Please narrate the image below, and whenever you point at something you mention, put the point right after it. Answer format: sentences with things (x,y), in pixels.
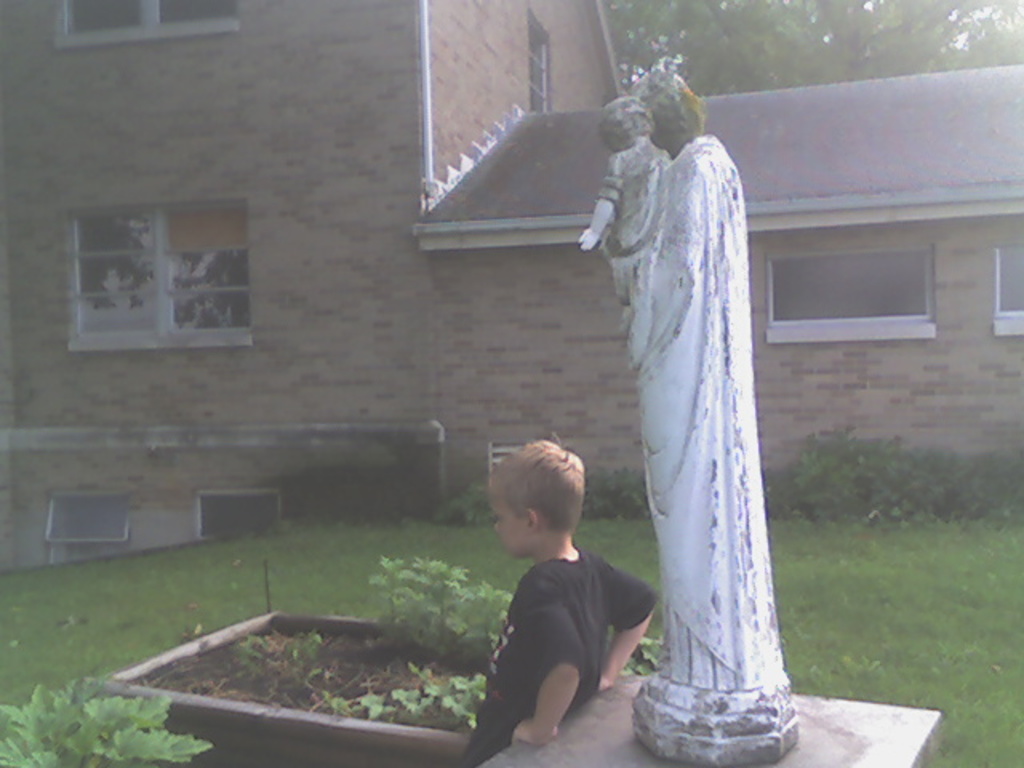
There is a statue (628,299) on a stand (630,737). Near to that a boy (552,623) is standing. There is a pot (297,709) with plants (130,703). Also there is grass lawn (831,574). In the back (314,352) there is a building (251,321) with windows (194,286). In the background (813,42) there are trees (813,42).
